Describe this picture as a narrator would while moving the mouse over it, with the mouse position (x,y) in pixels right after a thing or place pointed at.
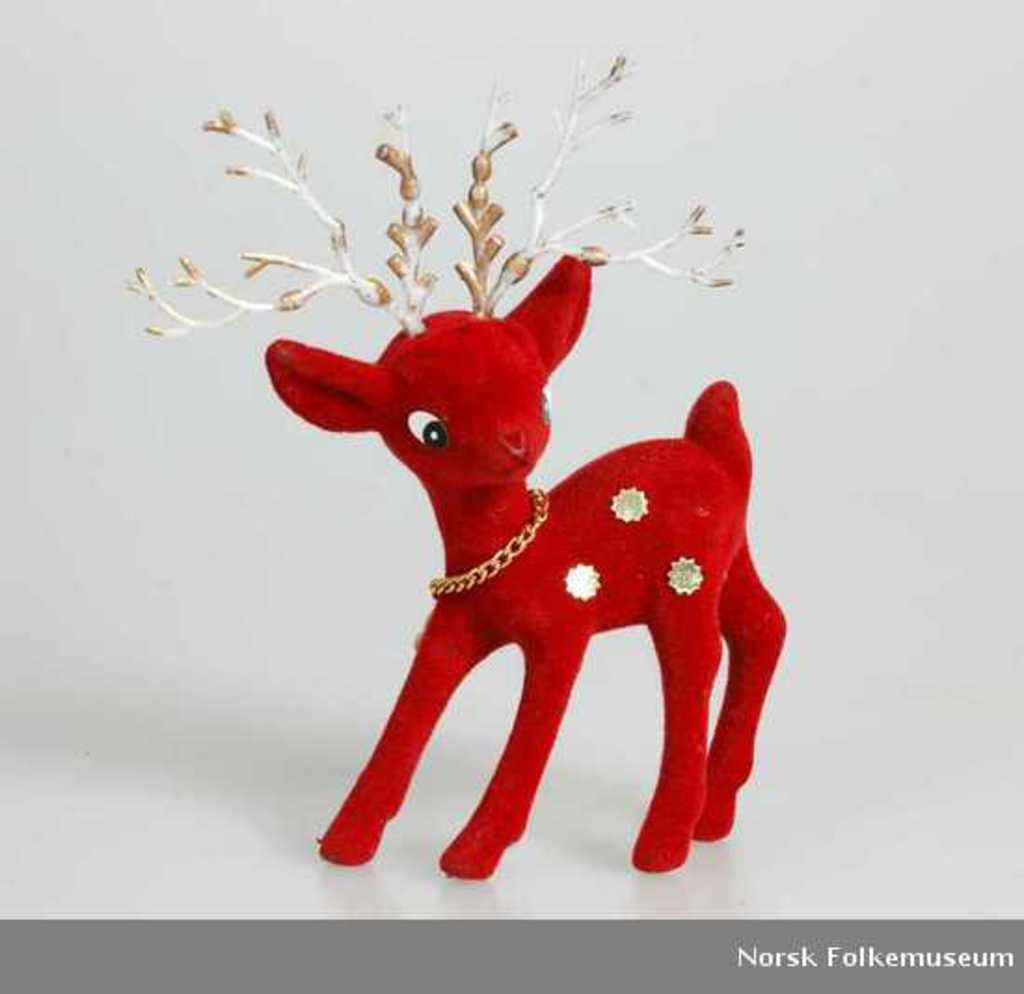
This is a toy (702,685) of a deer (565,547), which is red in color. The background (142,169) looks white in color. At the bottom of the image (762,934), I can see the watermark (868,960).
